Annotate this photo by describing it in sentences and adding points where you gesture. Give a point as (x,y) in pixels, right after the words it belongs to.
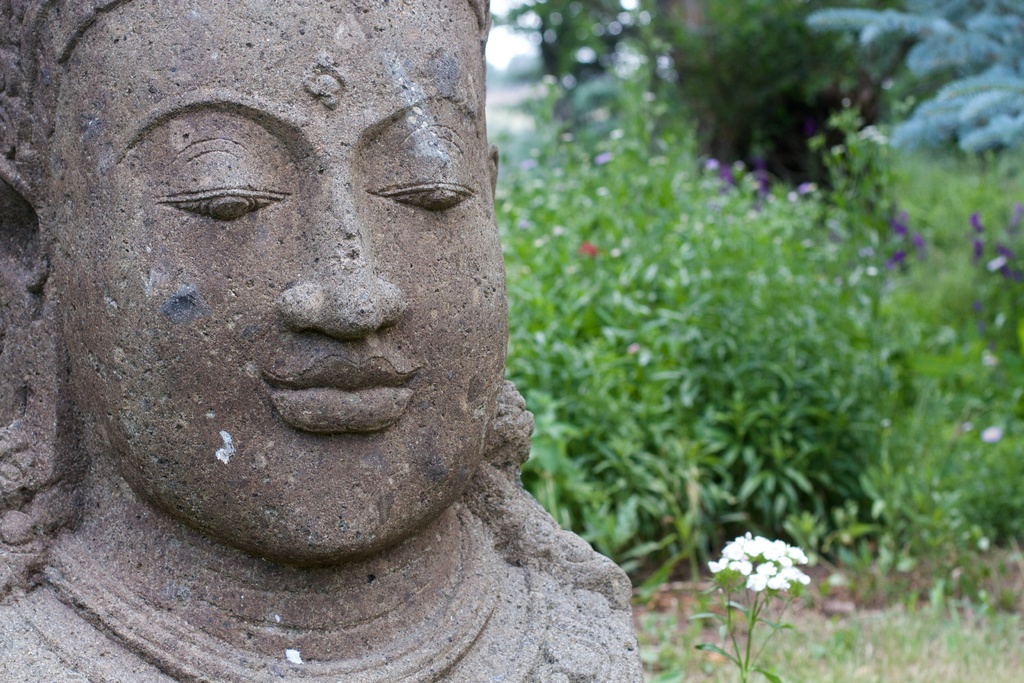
On the left side of the image (286,333) there is a statue (229,232) of a person (153,375). Beside the statue (363,601) there are flowers (774,582). Behind the statue (345,592) there are plants (698,334) with flowers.
